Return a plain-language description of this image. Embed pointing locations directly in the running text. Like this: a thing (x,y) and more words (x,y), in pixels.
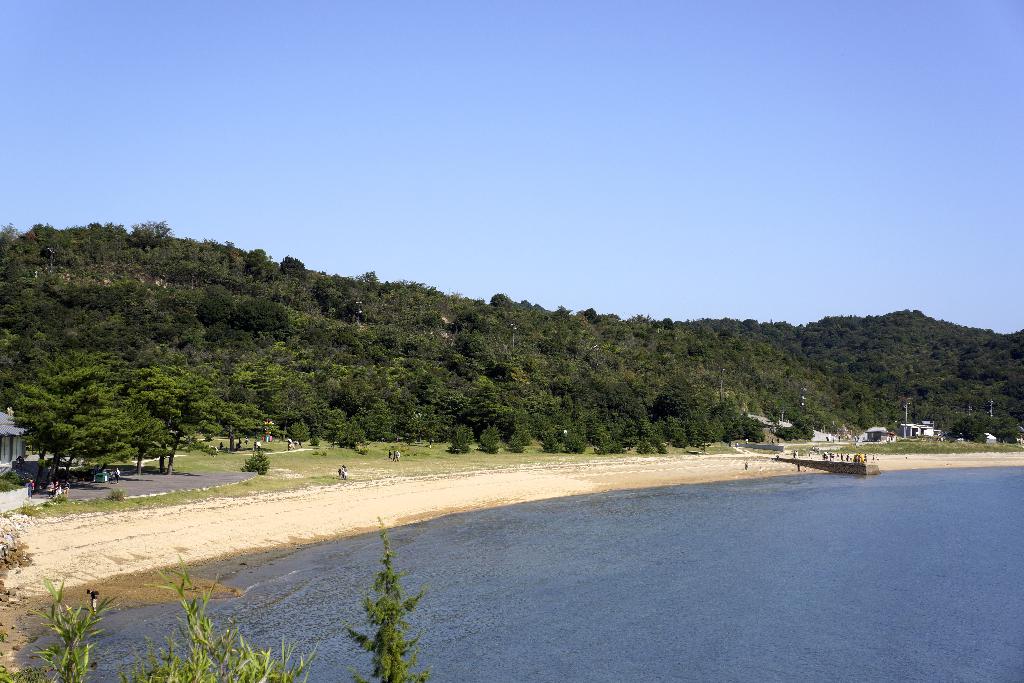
In this picture, we can see water (424,539), a few people (66,485), ground (785,451), path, trees (48,467), house (20,441), mountains (965,384), and the sky (626,151).
